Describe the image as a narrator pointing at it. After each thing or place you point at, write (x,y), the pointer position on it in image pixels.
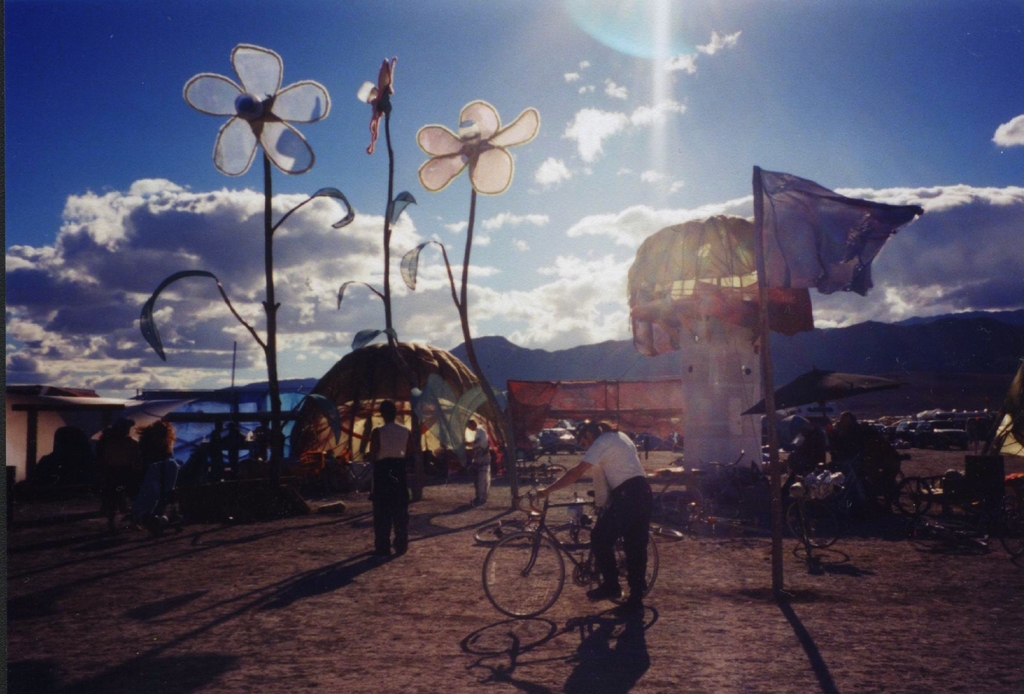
In this picture there are some people (399,483) standing and some are near a bicycle (534,556). There is a flag (779,253) here. We can observe a tents (454,375) in the background (364,409). There are some large flowers (495,158) and a sky (591,218) with some clouds (167,256) here.
